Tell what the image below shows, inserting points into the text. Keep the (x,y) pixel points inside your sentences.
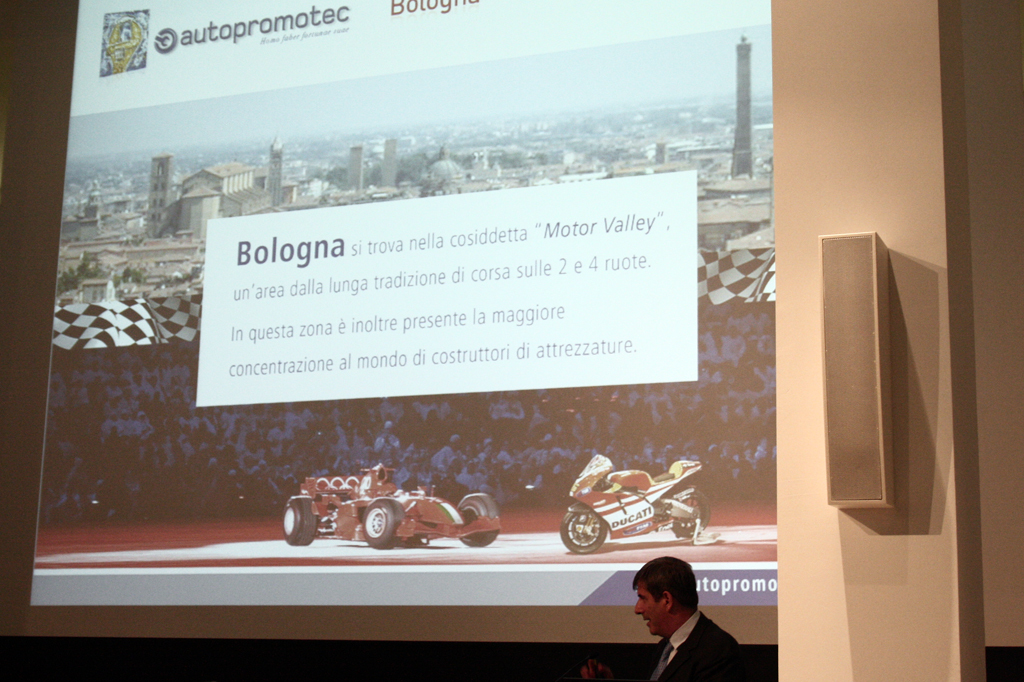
At the bottom of the image (707,636), we can see one person (707,646) is standing. In the background (855,186) there is a wall (877,171), one cream color object (879,314), screen (257,243) and a few other objects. On the screen (476,547), we can see the sky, buildings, trees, towers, two vehicles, group of people (545,424) are sitting, few people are standing and a few other objects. And we can see some text (521,256) on the screen (264,343).
